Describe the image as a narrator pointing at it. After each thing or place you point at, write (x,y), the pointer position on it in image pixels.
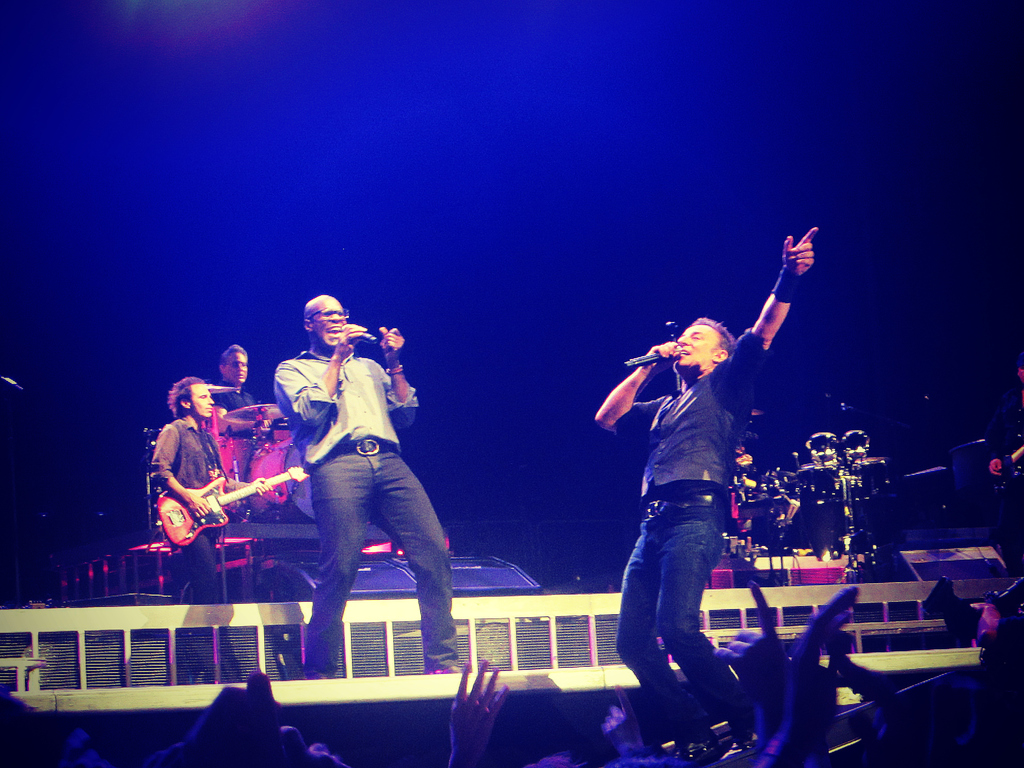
This picture is from a live performance of a show. In the foreground (791,656) there are crowd (250,762) cheering. On the stage (537,688) to the right (694,488) a man (679,452) in black dress (681,447) is singing. To the left (294,381) a person (346,527) is standing and singing. On the left (200,494) there is a man (196,455) standing and playing guitar (206,518). In the background (259,452) there is a man (248,401) playing drums (276,475). To the right (769,481) in the background (795,526) there are drums (774,482). On the right (985,487) there is a man (998,453) playing guitar (1010,472). Background (142,188) is bluish.
